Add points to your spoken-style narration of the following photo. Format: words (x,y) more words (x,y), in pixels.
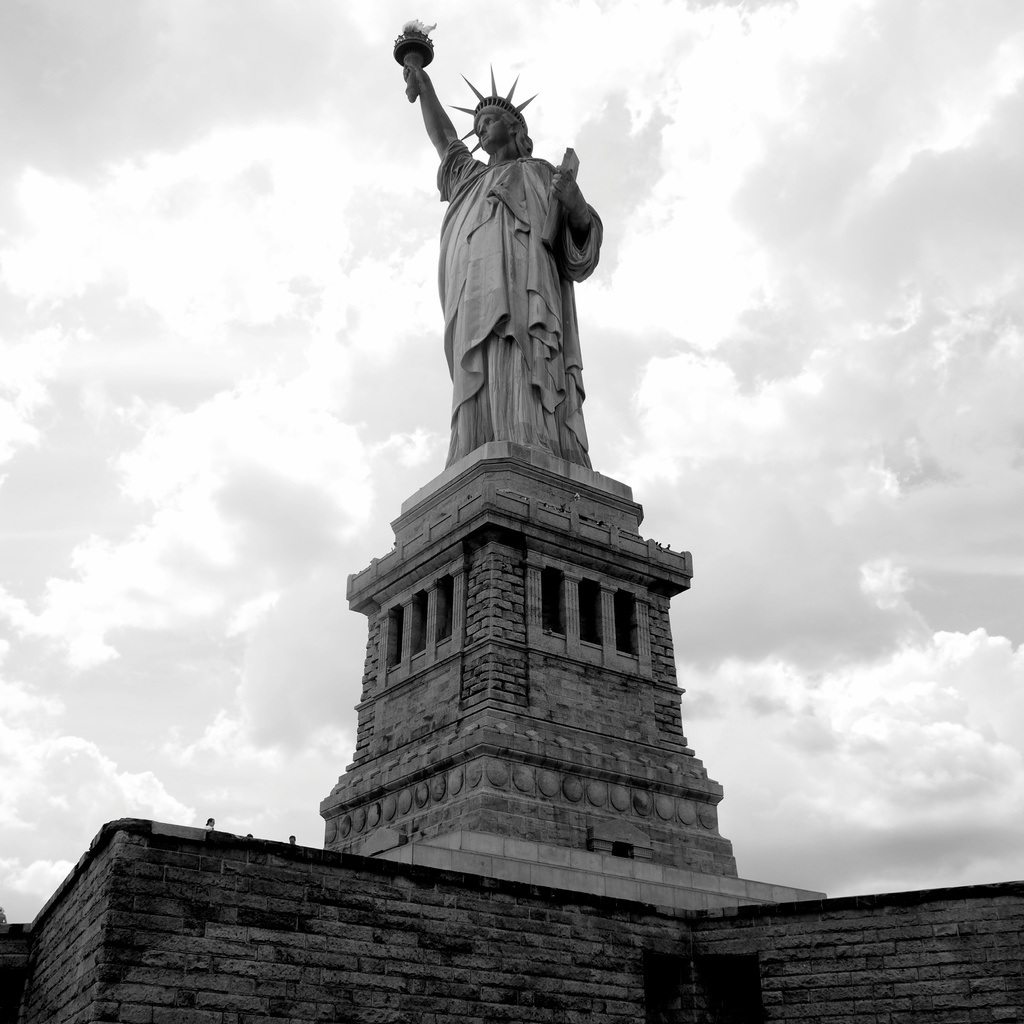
In this image in the center (483,482) there is one statue (522,323) and at the bottom (268,931) there is a wall (922,942), on the top of the image (522,63) there is sky (699,663).
